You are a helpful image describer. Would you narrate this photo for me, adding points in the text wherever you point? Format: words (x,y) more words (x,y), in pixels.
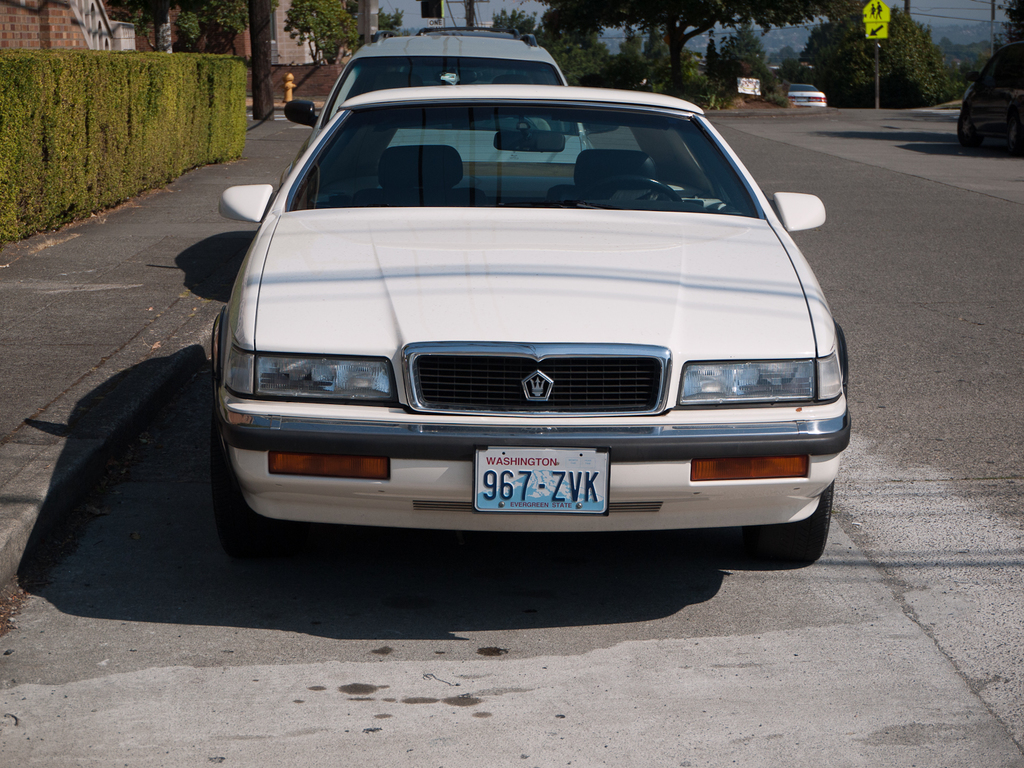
In the middle (347,364) I can see cars (427,92) on the road (392,541). In the background (835,92) I can see plants (105,134), trees (329,38), buildings (279,51), mountains (608,37) and the sky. This image is taken on the road (39,561).
